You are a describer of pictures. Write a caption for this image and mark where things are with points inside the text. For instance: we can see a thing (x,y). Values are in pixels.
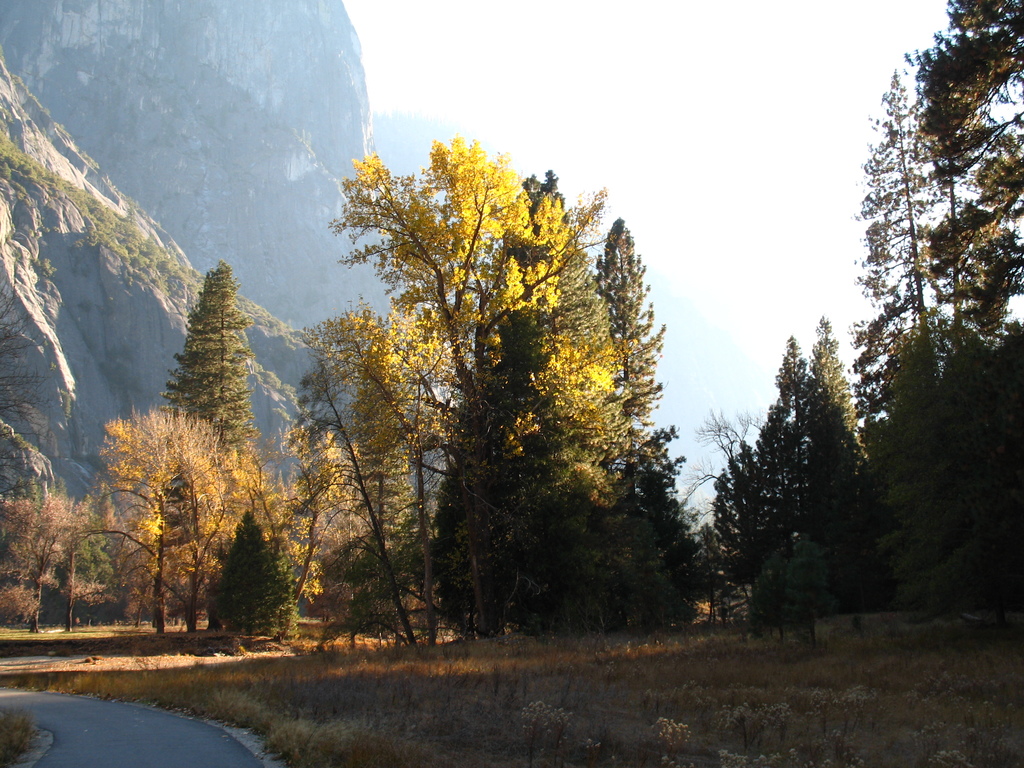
In the foreground of the picture (472,724) there are plants (493,730), shrubs (664,744) and road (108,746). In the center of the picture (470,461) there are trees (470,461). On the left (188,203) it is mountain (249,228). In the center of the background (737,90) it is foggy.
